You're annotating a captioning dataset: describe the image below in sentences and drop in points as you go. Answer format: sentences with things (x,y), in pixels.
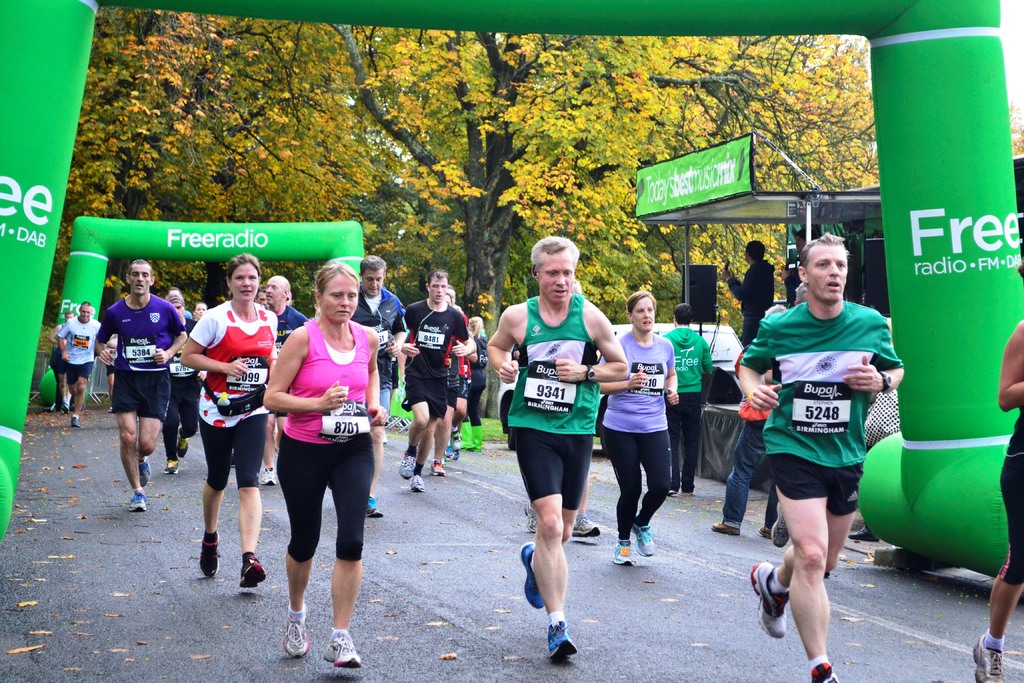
In this image I can see a road (159,529) in the centre (372,430) and on it I can see number of people (140,279) are running. On the both sides of the road (184,528) I can see green colour things (974,174) and on it I can see something is written. In the background (365,122) I can see number of trees (453,175) and on the right side (766,195) I can see a stage (752,200), a black color speaker (702,270) and a person (757,262).
